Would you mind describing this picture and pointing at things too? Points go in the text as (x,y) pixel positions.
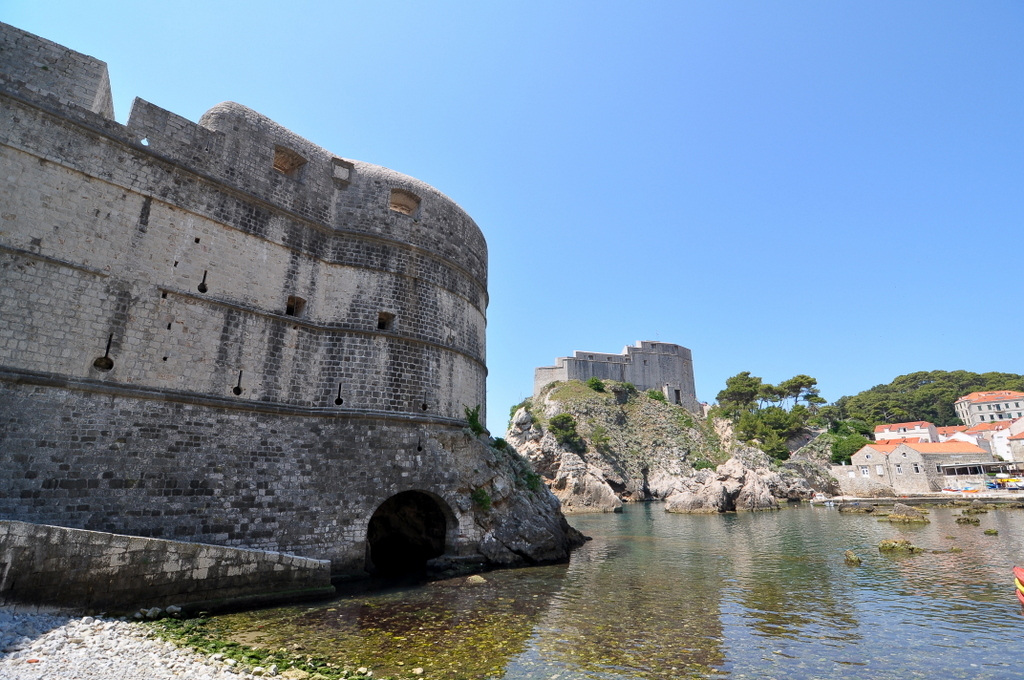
In this image in the center (378,363) there is a fort (304,401) and in the front (582,630) there is a water (652,623). On the right side (712,443) there are mountains (722,423) and there are buildings (900,435).
